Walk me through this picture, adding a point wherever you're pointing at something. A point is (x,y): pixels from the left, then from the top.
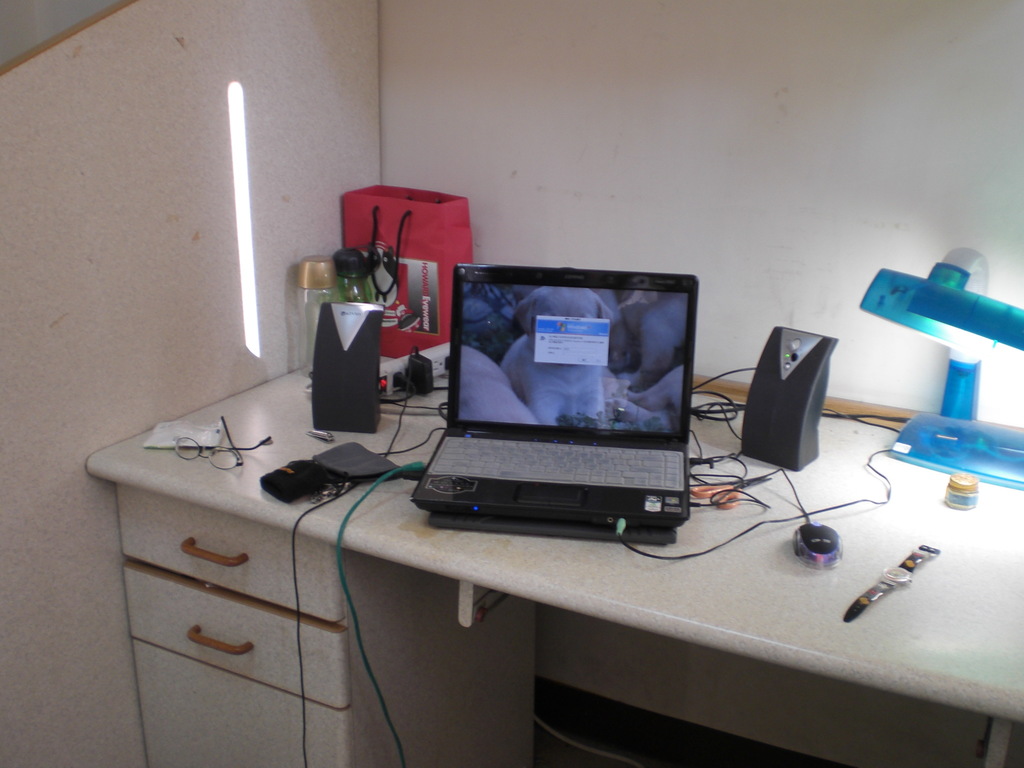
In the picture we can see a table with drawers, the table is white in color, on the table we can see a laptop (623,460), a speakers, a mouse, a wires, and we can see a bag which is red in color, to the background (189,139) we can see a wall (904,168).
